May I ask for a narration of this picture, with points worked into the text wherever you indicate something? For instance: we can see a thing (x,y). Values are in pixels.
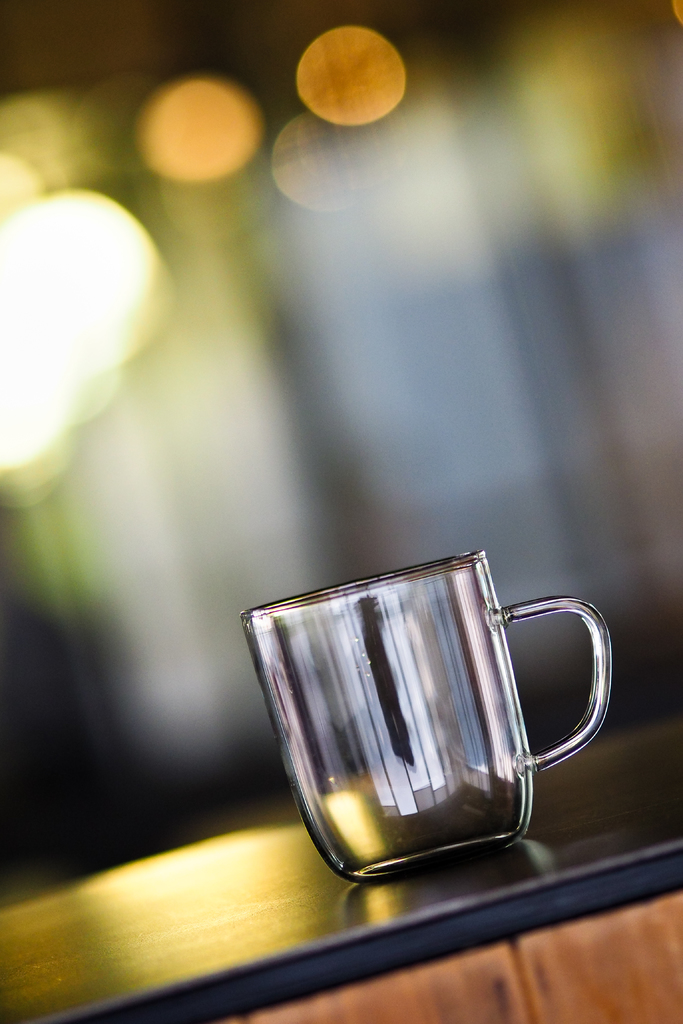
This image consists of a cup (481,850) which is placed on some black thing (353,919). It looks like a table (180,928), this glass (424,860) is empty glass (386,860). There are lights (349,76) on the top (342,87). This glass (285,695) is placed in the middle of the image (291,680).
